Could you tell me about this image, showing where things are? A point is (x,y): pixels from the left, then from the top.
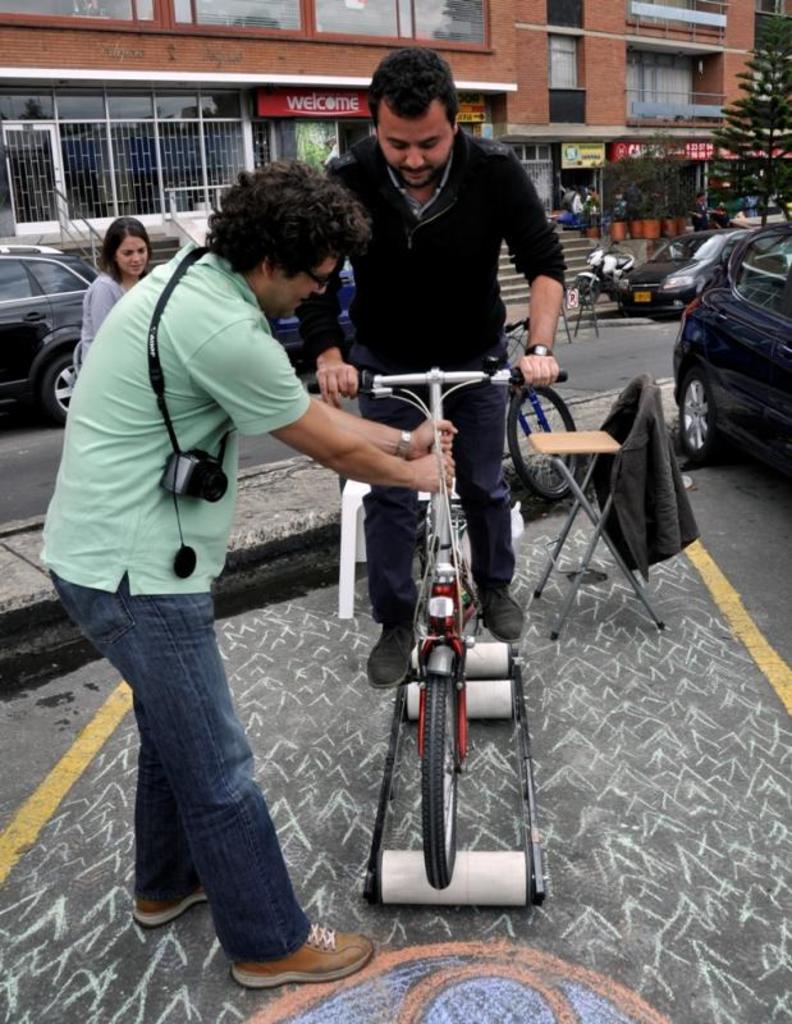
In the given image we can see two boys (319,344) and a girl (101,288). The boy (480,309) sitting on a bicycle (440,646), there are many vehicle (695,323) around and a building (586,133).
